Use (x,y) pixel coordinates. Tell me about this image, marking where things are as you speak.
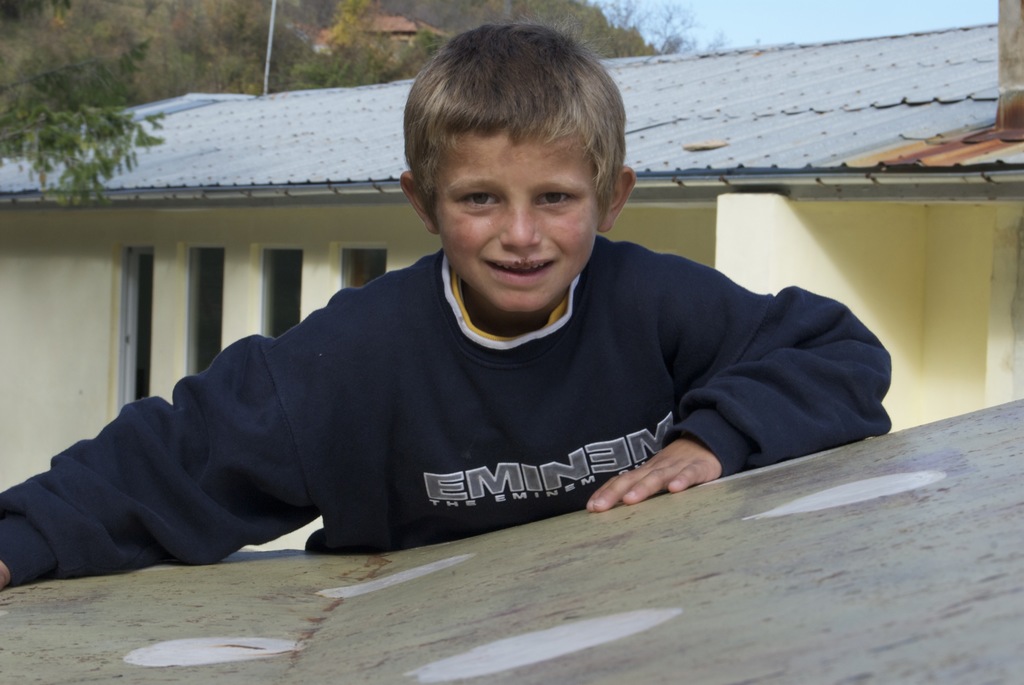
In this picture there is a kid (472,384) wearing blue dress (442,380) placed his hands (704,461) on an object (527,573) and there is a house (317,270) behind him and there are trees (277,55) in the background (281,58).
